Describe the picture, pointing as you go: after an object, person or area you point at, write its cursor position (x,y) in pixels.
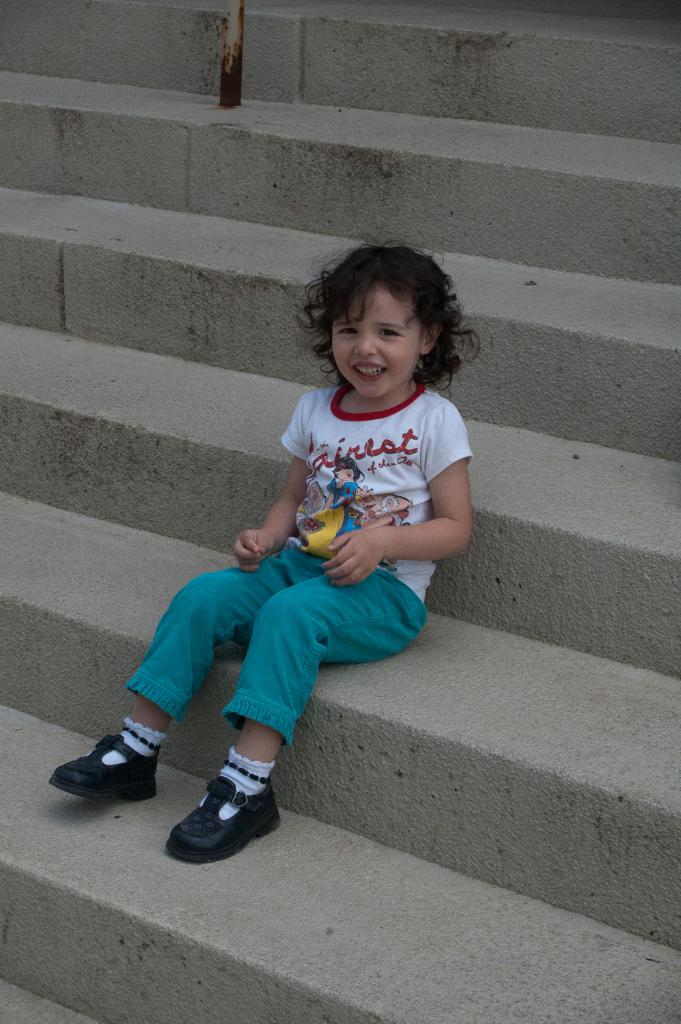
In this image I can see the person (381,646) sitting and the person (386,472) is wearing white and blue color dress (298,542). Background (502,226) I can see few stairs (183,320).
